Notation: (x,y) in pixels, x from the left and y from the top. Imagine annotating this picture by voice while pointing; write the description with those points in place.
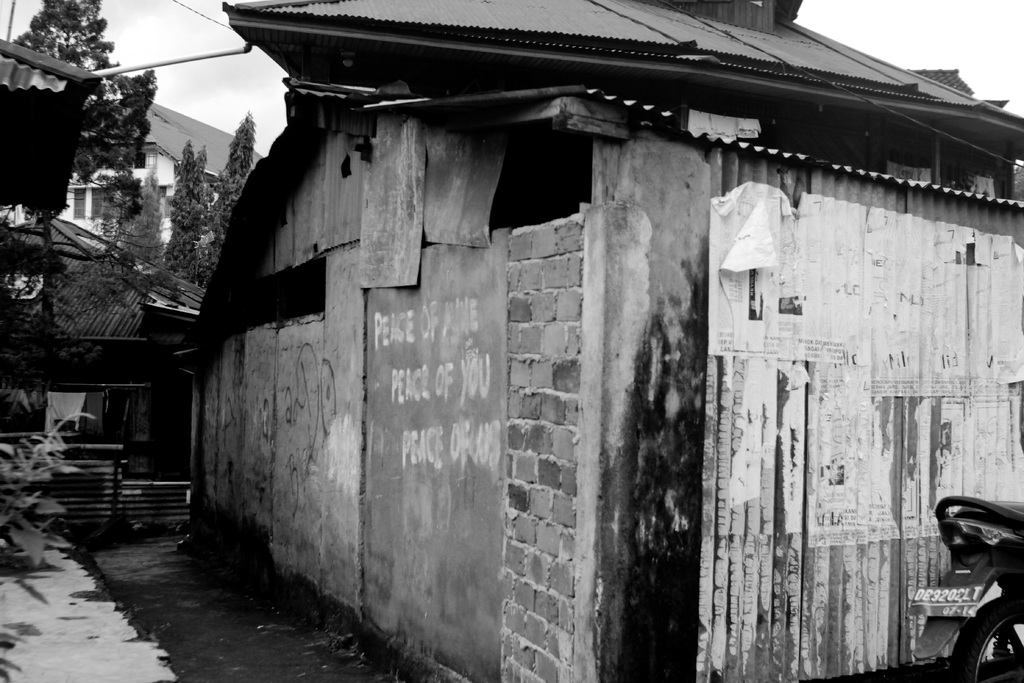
This is a black and white picture. We can see a vehicle (988,610) on the right side (996,617). There is a plant (36,455) on the left side (10,570). We can see a fence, clothes (56,404) and some buildings (204,474) are visible in the background (87,404).
